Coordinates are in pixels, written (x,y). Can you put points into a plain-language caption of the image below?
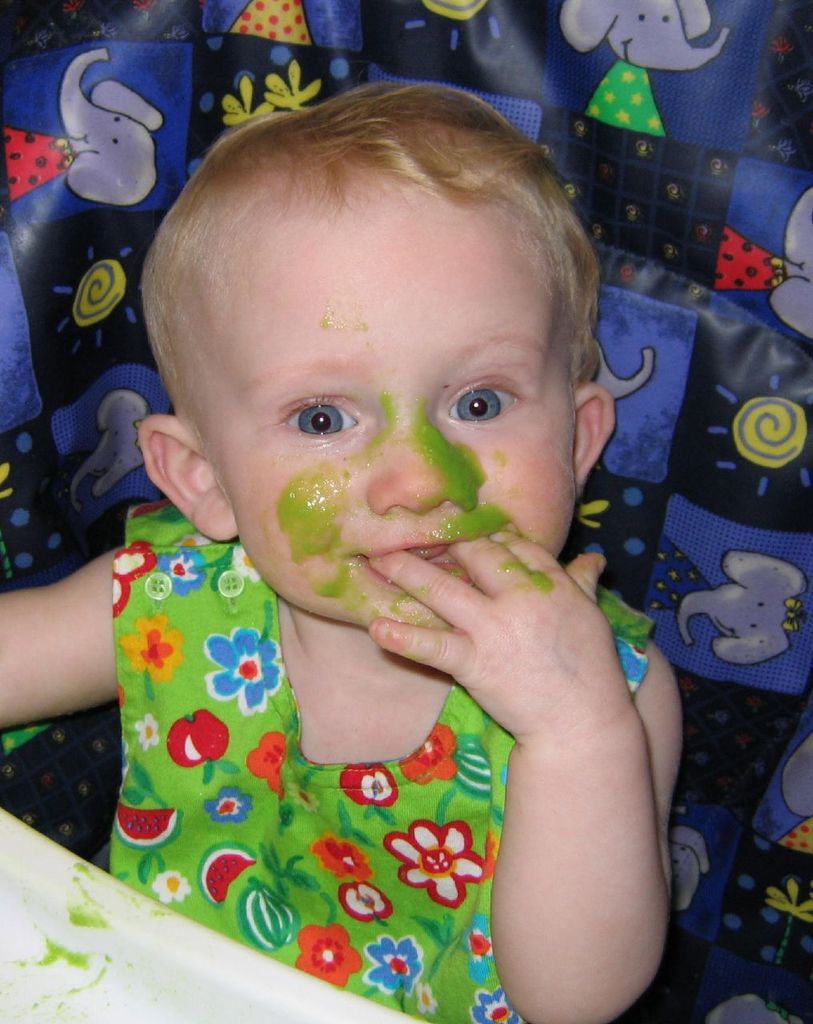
In this picture there is a girl (409,781) who is wearing green shirt (257,830). She is sitting on the chair (702,863). In front of her there is a white plate (164,907). On his face (405,440) we can see green sauce (338,501).
